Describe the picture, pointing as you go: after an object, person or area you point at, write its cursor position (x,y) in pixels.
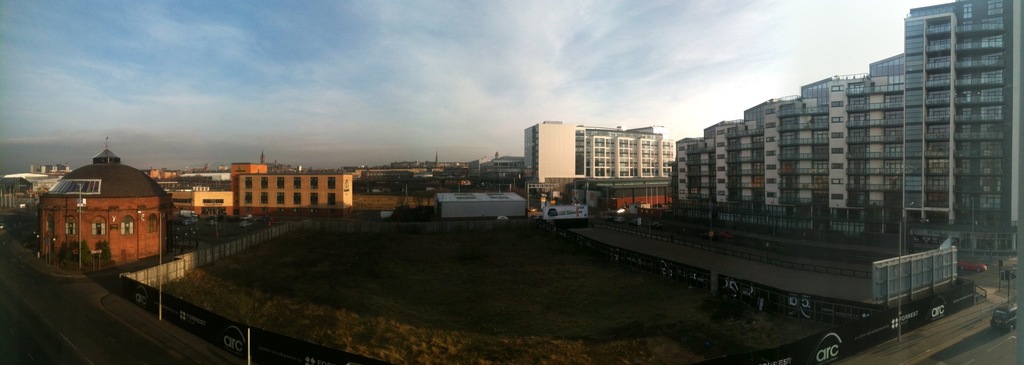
In this picture I can see buildings (691,200), trees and poles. On the right side (1015,322) I can see vehicles (1010,310) on the road (946,345). In the background (424,121) I can see sky (370,115).
